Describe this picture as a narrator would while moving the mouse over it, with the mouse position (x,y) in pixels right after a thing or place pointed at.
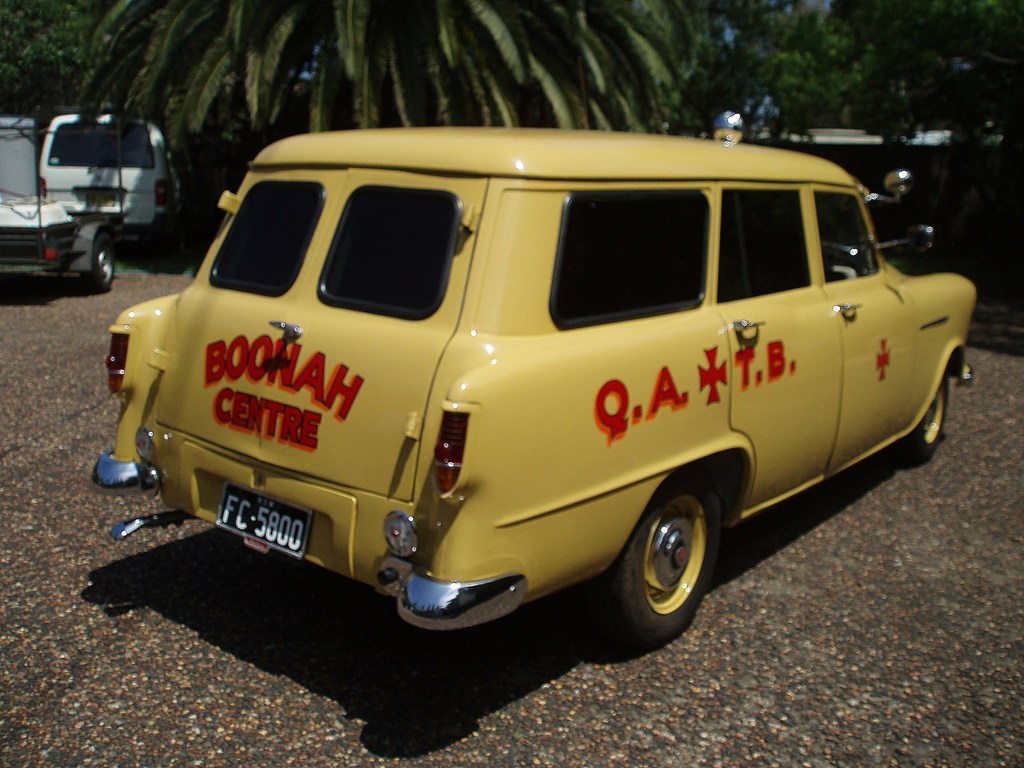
In the center of the picture (459,333) there is a car (337,253). In the background (293,130) there are cars (65,150) and trees (492,91).
